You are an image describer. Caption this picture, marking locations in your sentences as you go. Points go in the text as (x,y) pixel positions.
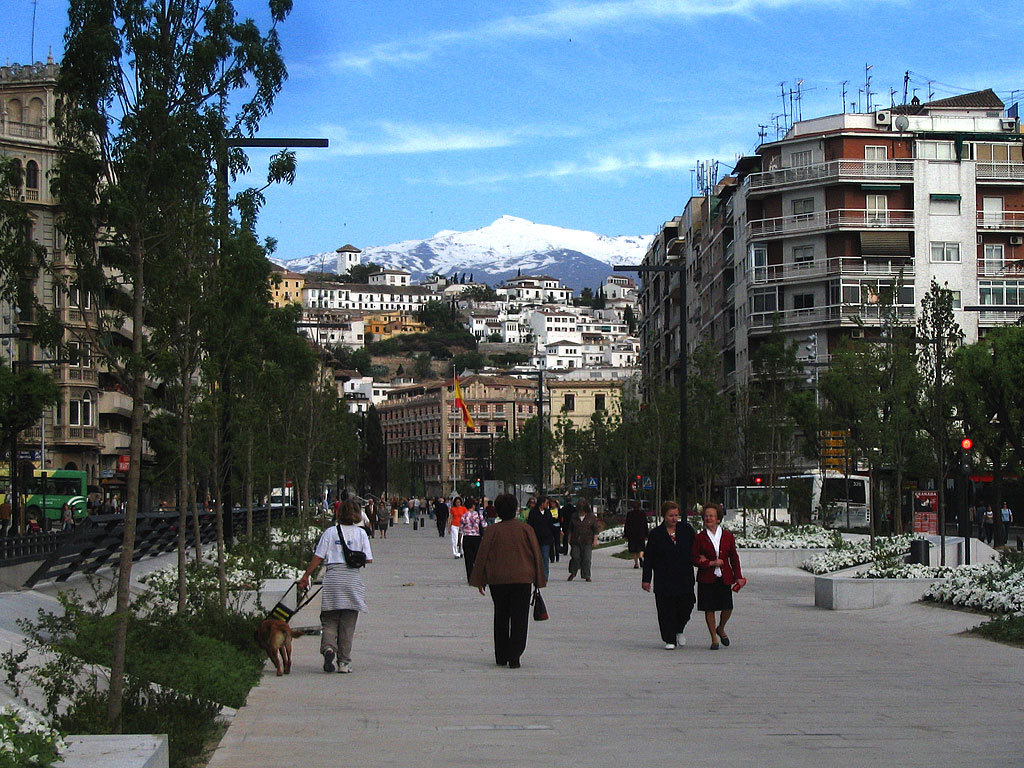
This is the picture of a city (965,235). In this image there are group of people (673,628) walking on the road (662,664) and there is a dog (273,637) walking on the road (298,676). There are buildings (634,357), trees (193,288), poles (982,308) and there is a flag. At the back (583,279) there is a mountain (578,264) and there is a snow (482,231) on the mountain (518,246). At the bottom (866,689) there is a road (847,629) and there are flowers (880,563) and plants (880,563). At the top (489,150) there is sky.
